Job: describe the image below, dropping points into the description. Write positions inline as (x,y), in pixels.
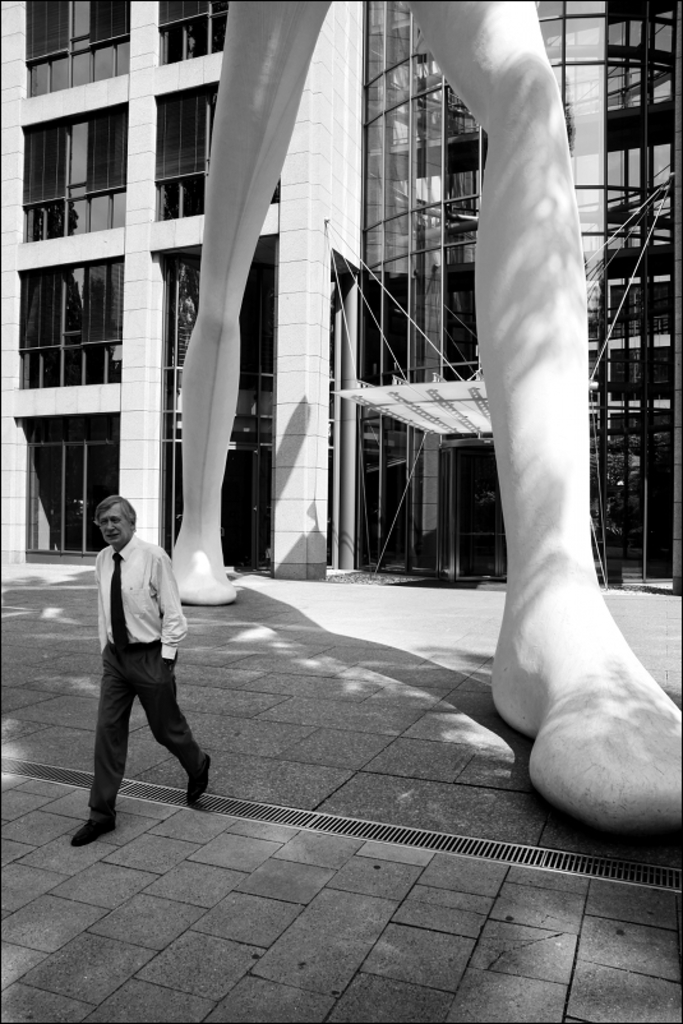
In this image there is a man (148,672) walking on the left side (158,660). In the background (229,392) there is a statue (227,348) which is white in colour, and there are buildings (328,268).
